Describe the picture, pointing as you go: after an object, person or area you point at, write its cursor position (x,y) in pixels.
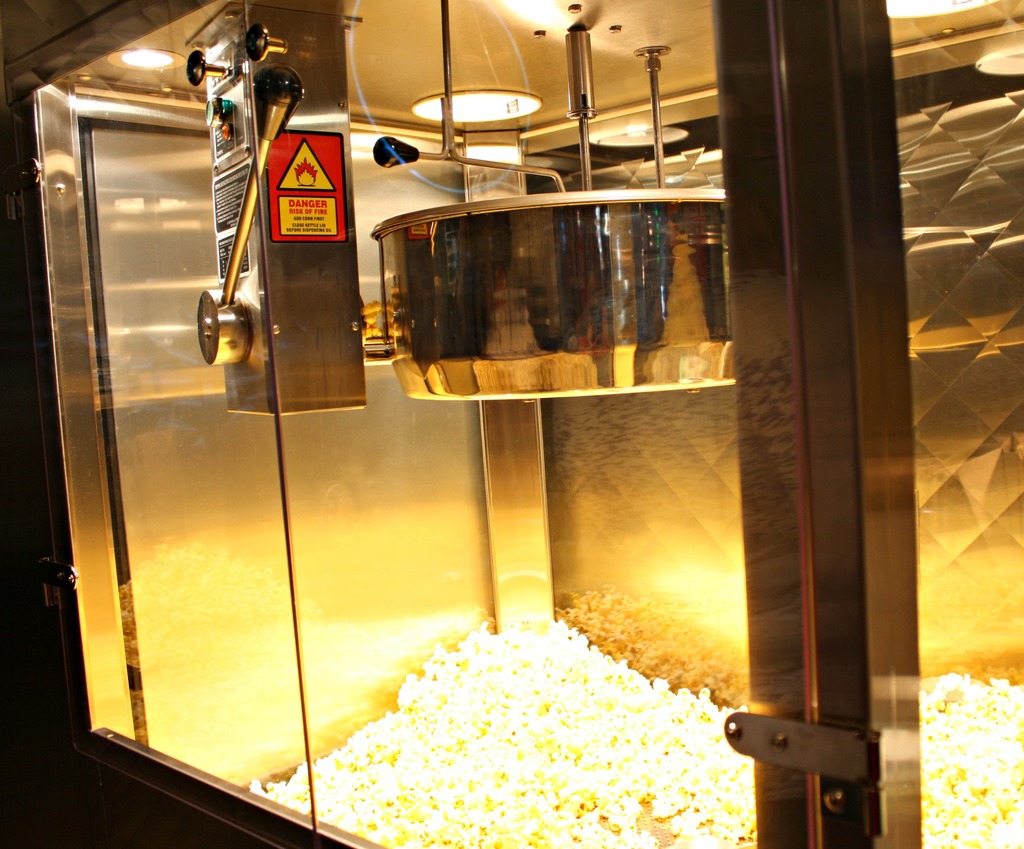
In this image we can see a container (538,556), inside it there is a so much of popcorn (610,675).
